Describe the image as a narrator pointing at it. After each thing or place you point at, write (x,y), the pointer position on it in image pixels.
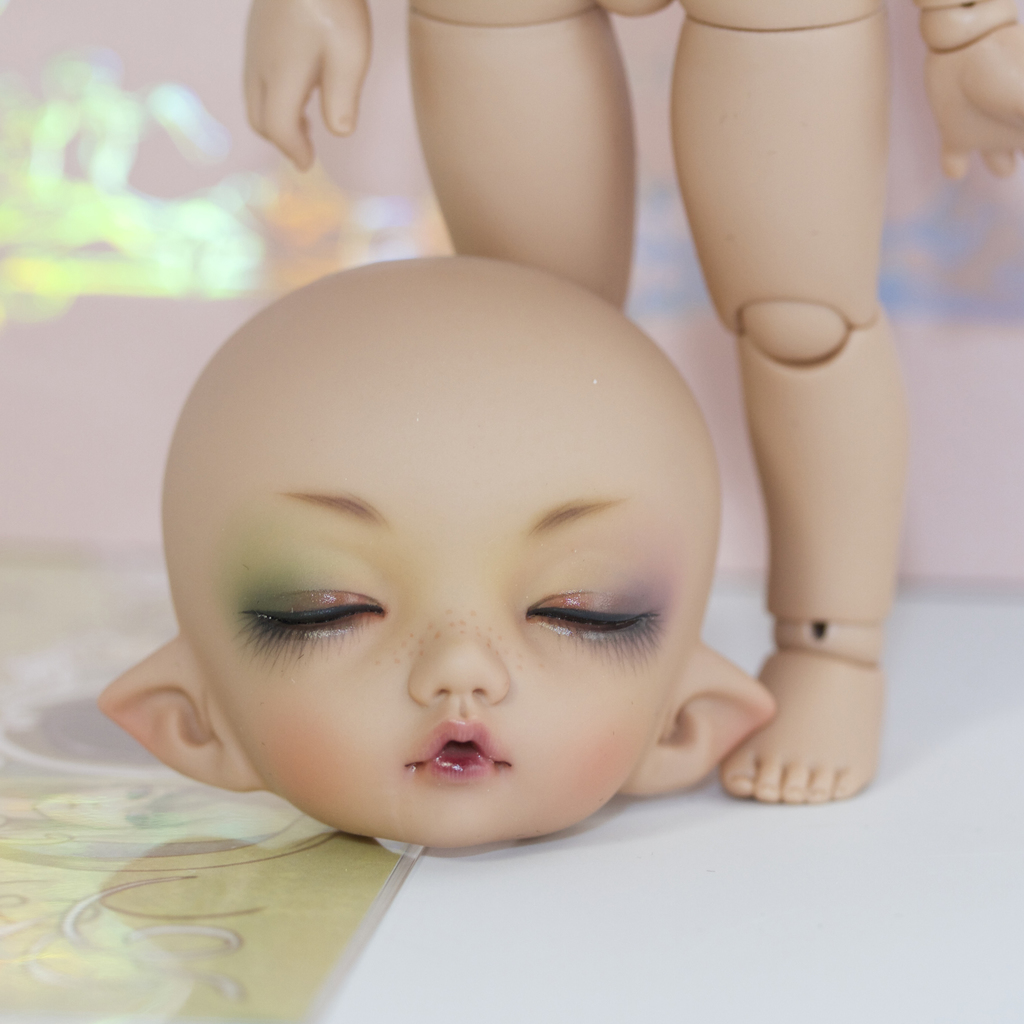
In this picture I can see the toy (633,370).
